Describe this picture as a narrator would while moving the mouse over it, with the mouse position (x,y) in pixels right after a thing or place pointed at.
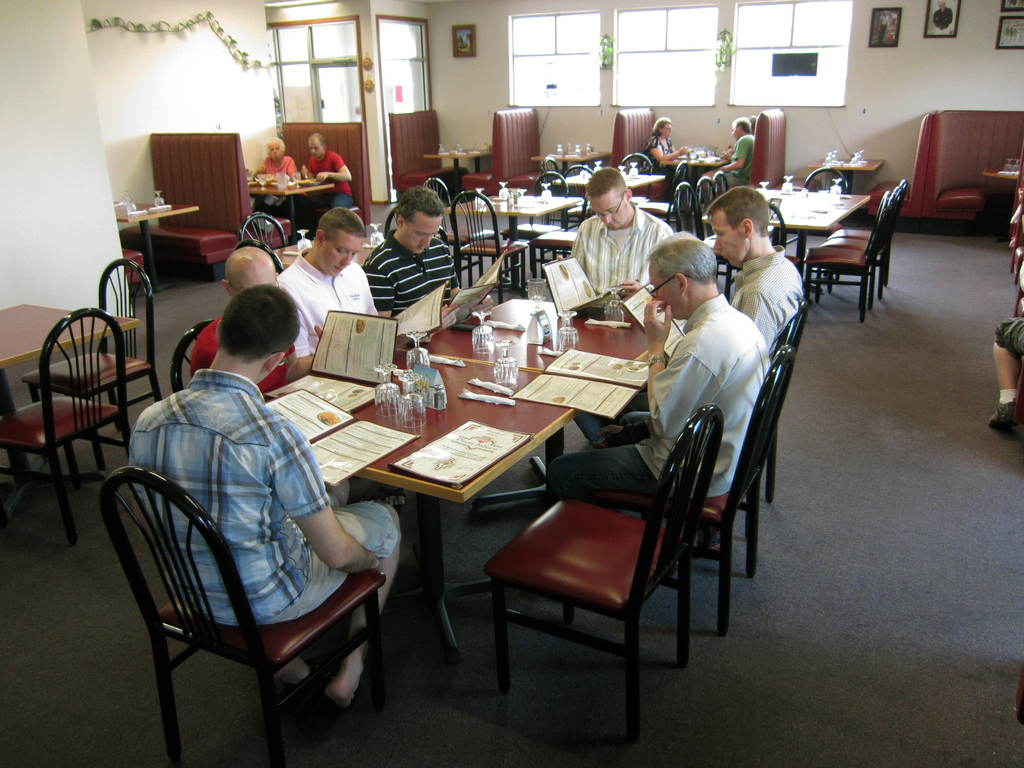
Person (286,464) sitting around the table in the chair (706,507), on the table (463,404) there is glass (500,371), book (590,403), backside there are photo frame (930,31), window (745,90), wall (468,76).
